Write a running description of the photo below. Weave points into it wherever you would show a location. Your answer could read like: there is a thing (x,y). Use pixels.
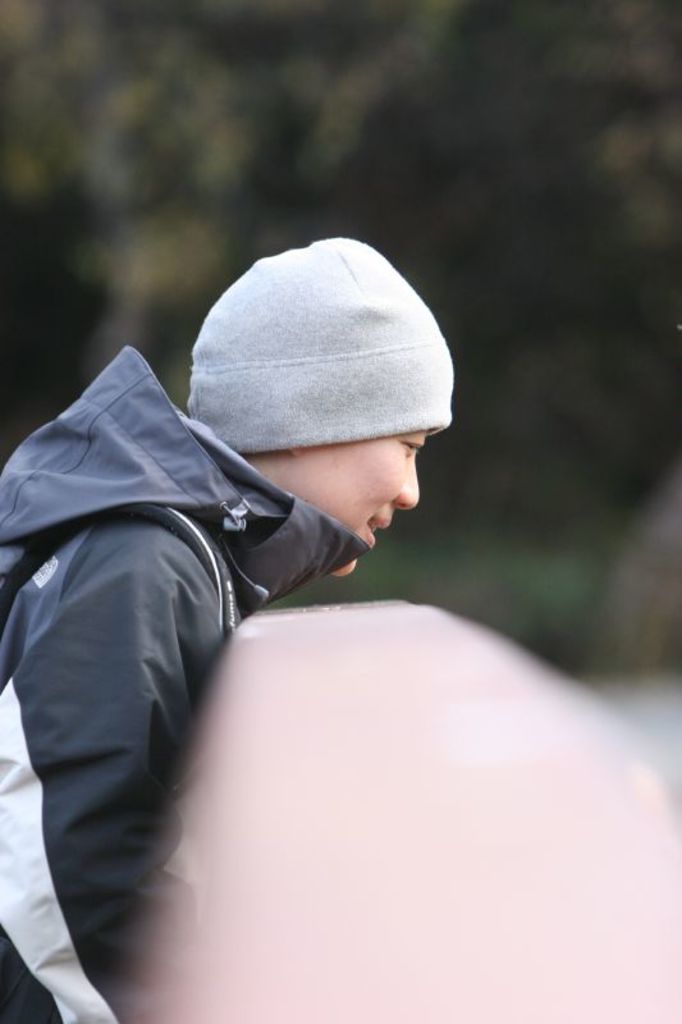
In this image we can see a person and the background (223,165) is blurred.
